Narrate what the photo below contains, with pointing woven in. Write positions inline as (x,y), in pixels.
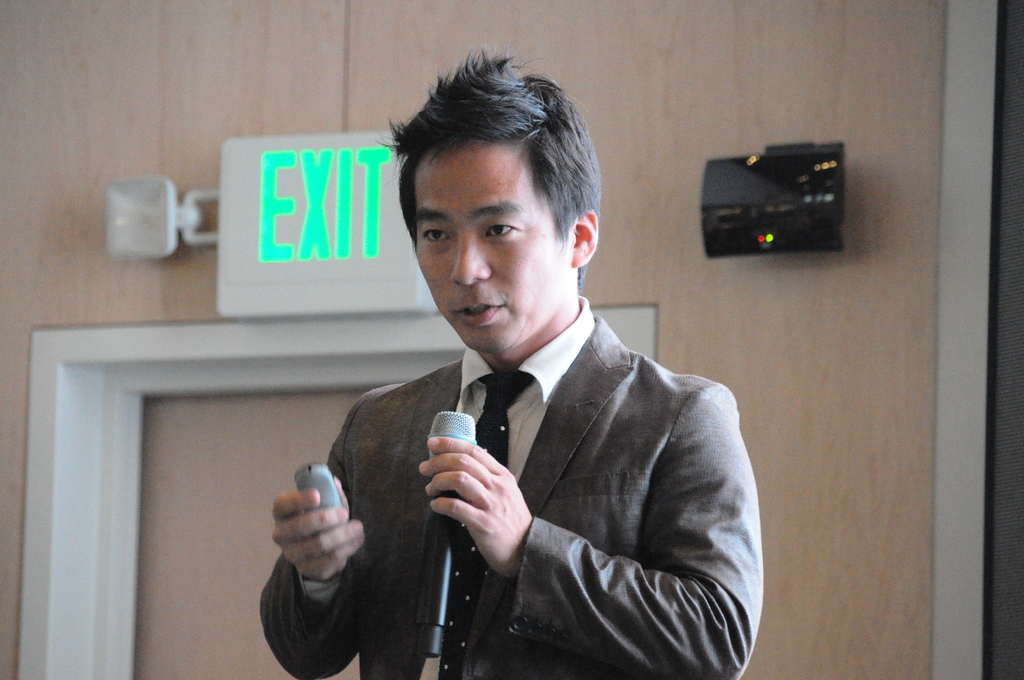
This picture is of inside the room (710,230). In the center (583,254) there is a man (632,414) wearing suit (588,462), holding a microphone (466,420), standing and talking. In the background (974,418) we can see the wall (897,260), a machine (790,240), exit board (281,219) and a door (202,538).
